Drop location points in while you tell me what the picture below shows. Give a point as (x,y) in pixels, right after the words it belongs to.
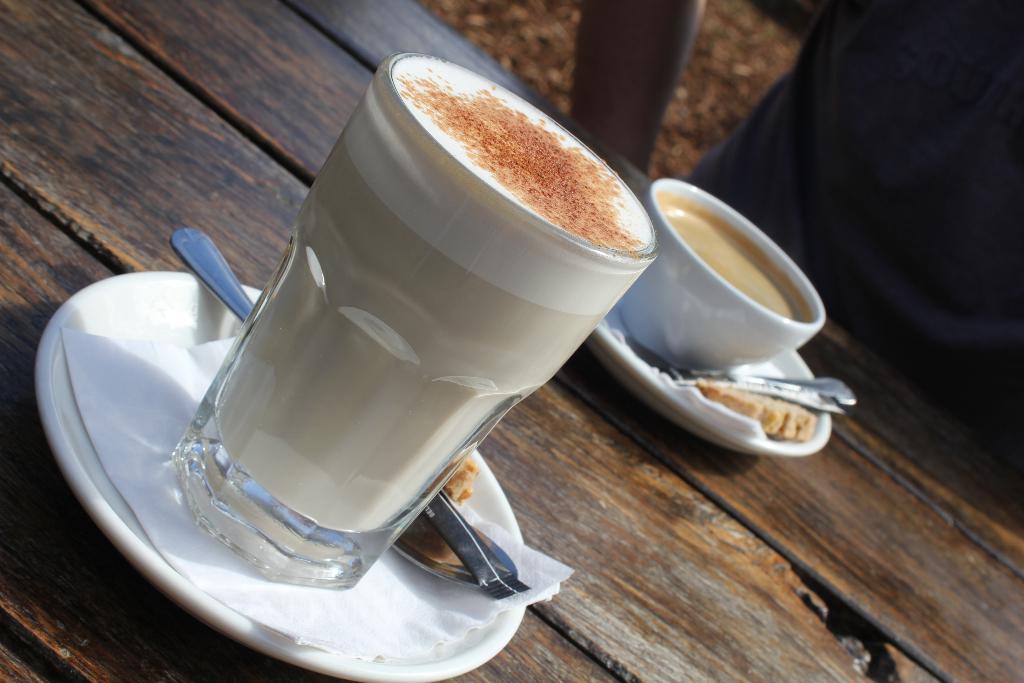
In this image I can see a wooden table (922,406), on which I can see two plates (645,359), on plates (200,407) I can see a glass (443,227) contain a milk (455,171) and a spoon (183,249), tissue (553,563) and on another plate (627,327) I can see spoon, cup (721,282) on which I can see tea (765,285), in front of bench (241,238) I can see a person (801,109) visible on the right side (926,130).
